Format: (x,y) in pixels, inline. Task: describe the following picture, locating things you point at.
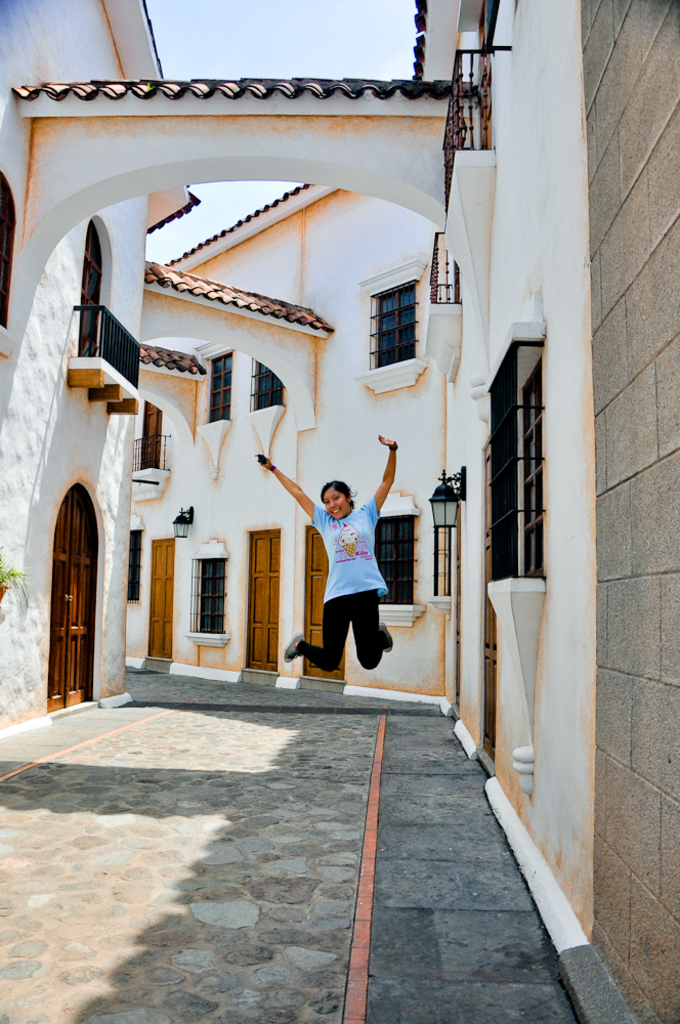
In the center of the image (348,598) we can see a woman (354,572) wearing a T-shirt (360,565) and pants (358,622). In the background (49,292), we can see a building (384,388) with windows (406,316), railings (438,265), lights (445,492) and the sky (278,29).
